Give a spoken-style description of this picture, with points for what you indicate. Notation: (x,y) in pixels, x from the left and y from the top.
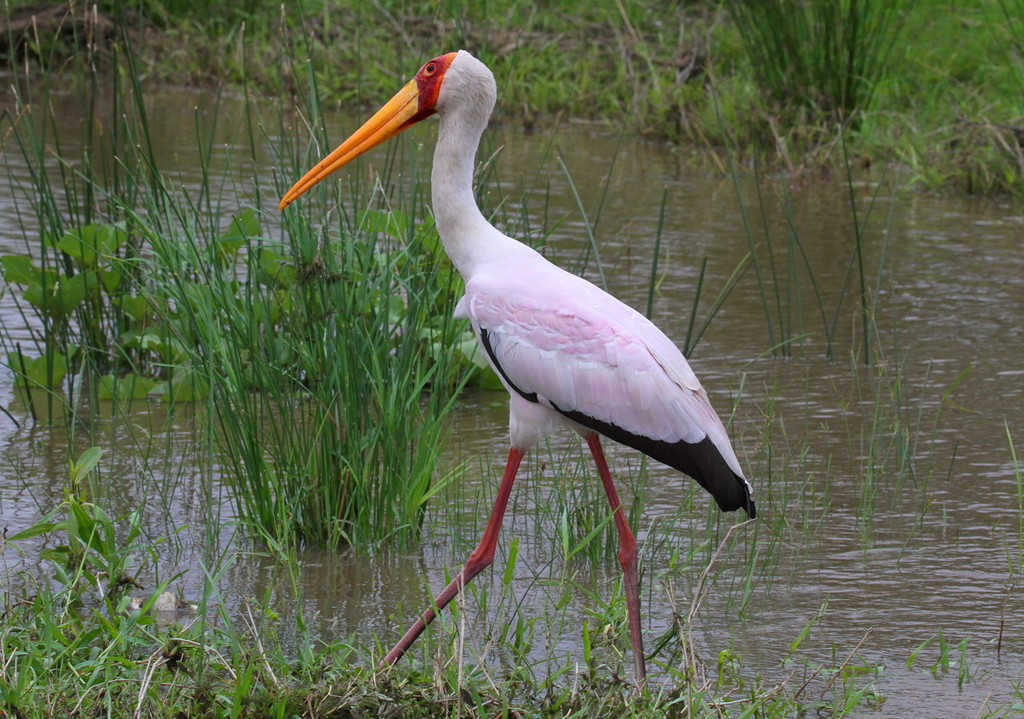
In the image there is a stork (529,262) in white color, beak (326,172) is in orange color and its legs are in red color. It is standing on the water (654,568). There are few plants (262,421) and also there is grass (137,624) in the water (410,619).
